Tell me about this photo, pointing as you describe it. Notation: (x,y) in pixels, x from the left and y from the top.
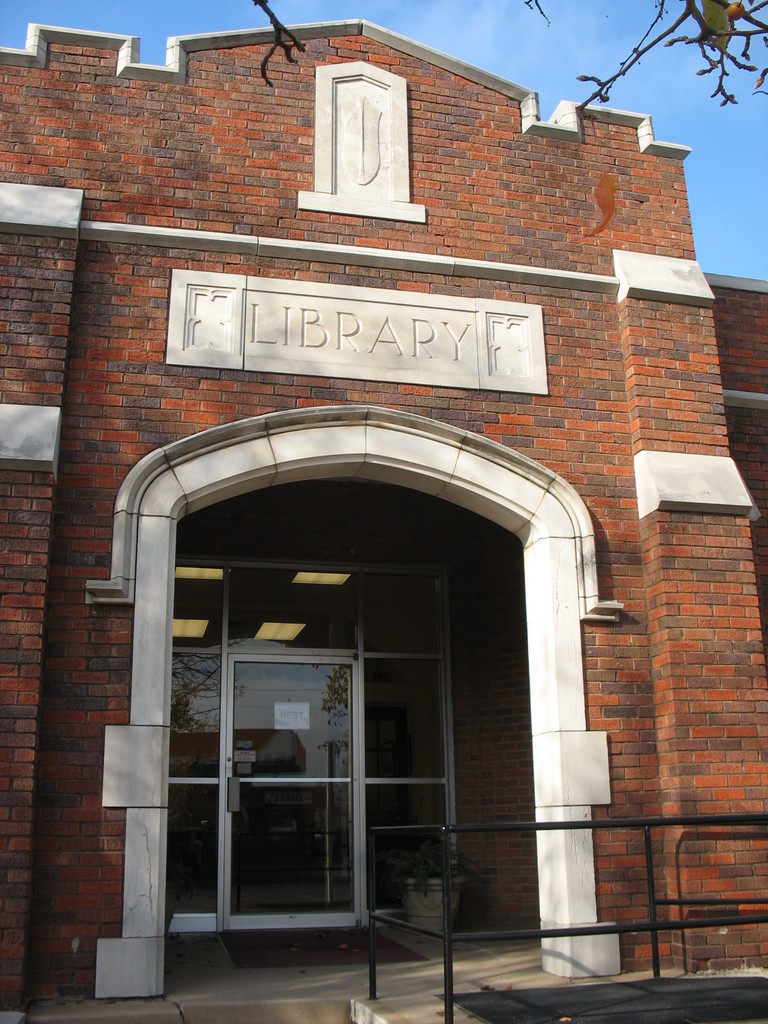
In this image we can see a building (186,273) with glass wall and glass door (253,805). On the building (288,305) there is a name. In front of the building (541,853) there is a railing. At the top (275,20) we can see branch (710,2) of a tree (691,7). Also there is sky (555,25).
